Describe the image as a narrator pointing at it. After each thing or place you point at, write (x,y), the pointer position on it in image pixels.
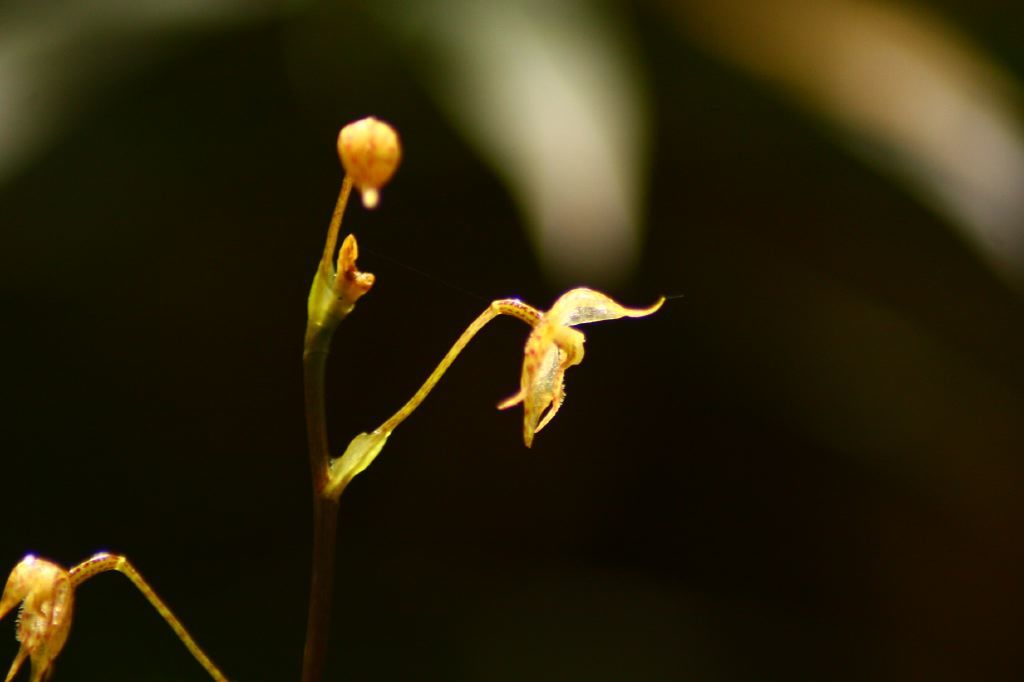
In this image we can see a plant (355,277), here is the flower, at back ground (678,269) it is black.
